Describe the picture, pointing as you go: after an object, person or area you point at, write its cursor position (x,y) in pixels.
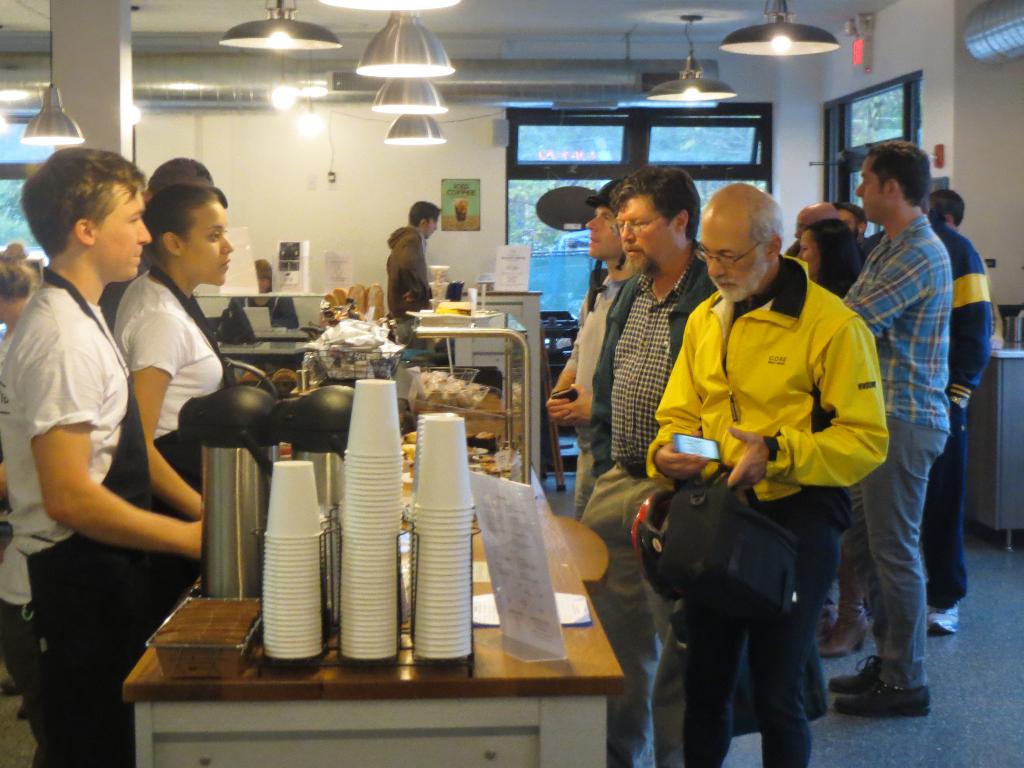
On the right side of the image (802,543) we can see person (751,363) standing on the floor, windows (768,148), lights (684,76). On the left side of the image (330,680) we can see table (459,681), cups (396,578), persons (74,380), breads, food items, bowls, lights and wall (315,239). In the background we can see trees (587,185).
